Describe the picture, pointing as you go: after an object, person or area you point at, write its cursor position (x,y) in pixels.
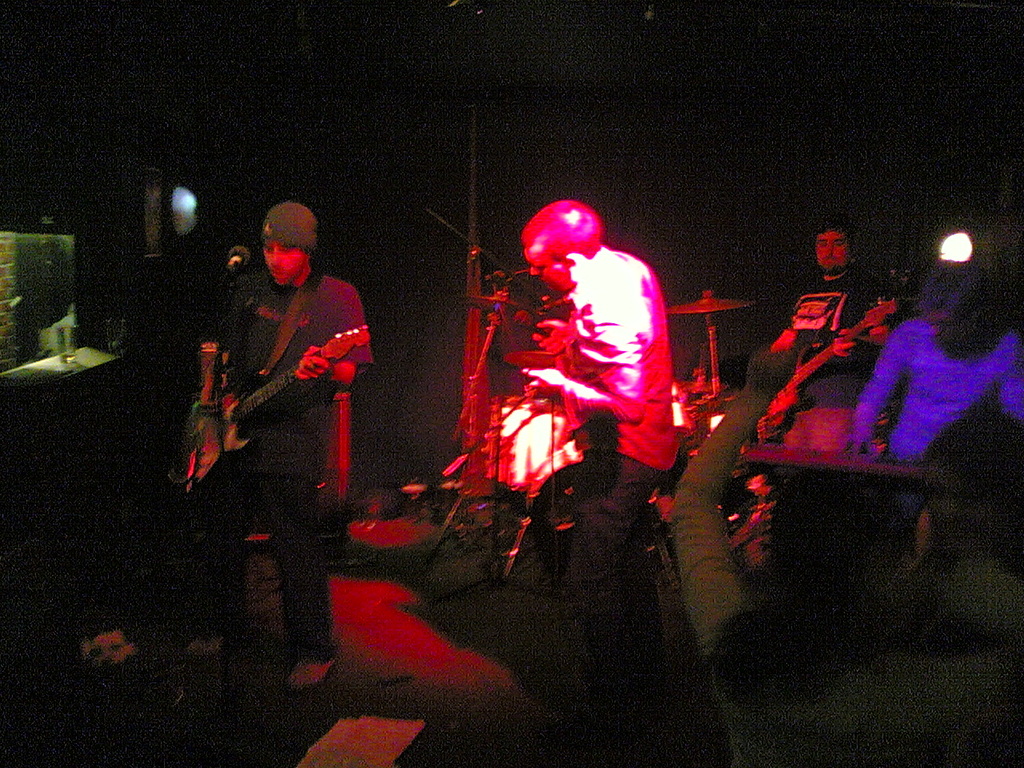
In the image we can see there are people (848,358) who are standing and playing musical instruments (718,306).
